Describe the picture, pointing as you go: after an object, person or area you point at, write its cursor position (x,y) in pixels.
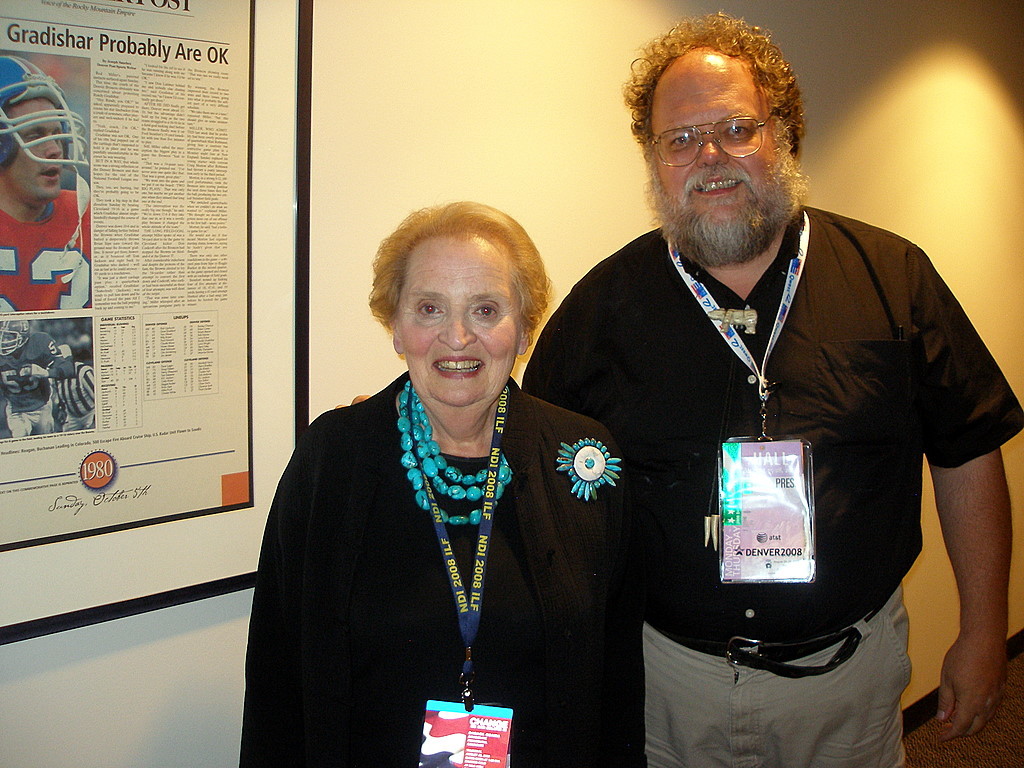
In this image there is a man (838,283), he is wearing a black color shirt (851,542) and grey color pant (790,686), beside him there is a woman (583,543) she is wearing black color coat (592,534), in the background (1013,54) there is a wall (391,34) to that wall (376,5) there is a photo frame (88,366).
